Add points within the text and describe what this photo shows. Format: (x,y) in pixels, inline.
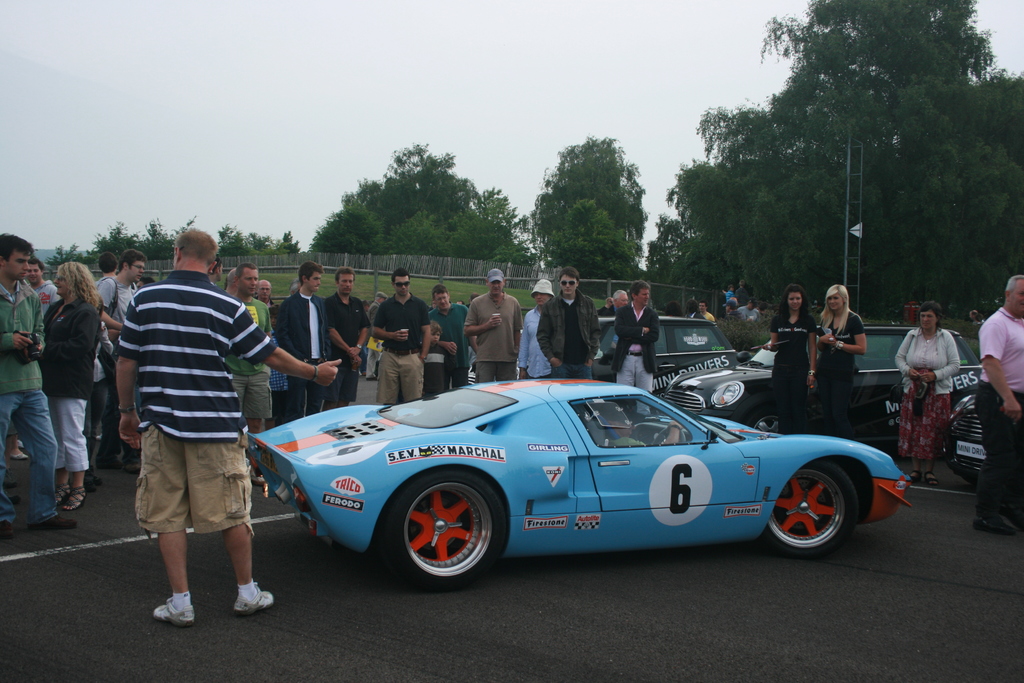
In this image there is a sports car (640,510) in the middle (536,413). The man (213,444) who is standing on the left side (157,437) is pointing his hand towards it. In the background (397,314) there are so many spectators (501,323) who are watching the car (527,437). On the right side (823,81) top there are trees (791,190). In the background (675,329) there are few cars (763,350).
